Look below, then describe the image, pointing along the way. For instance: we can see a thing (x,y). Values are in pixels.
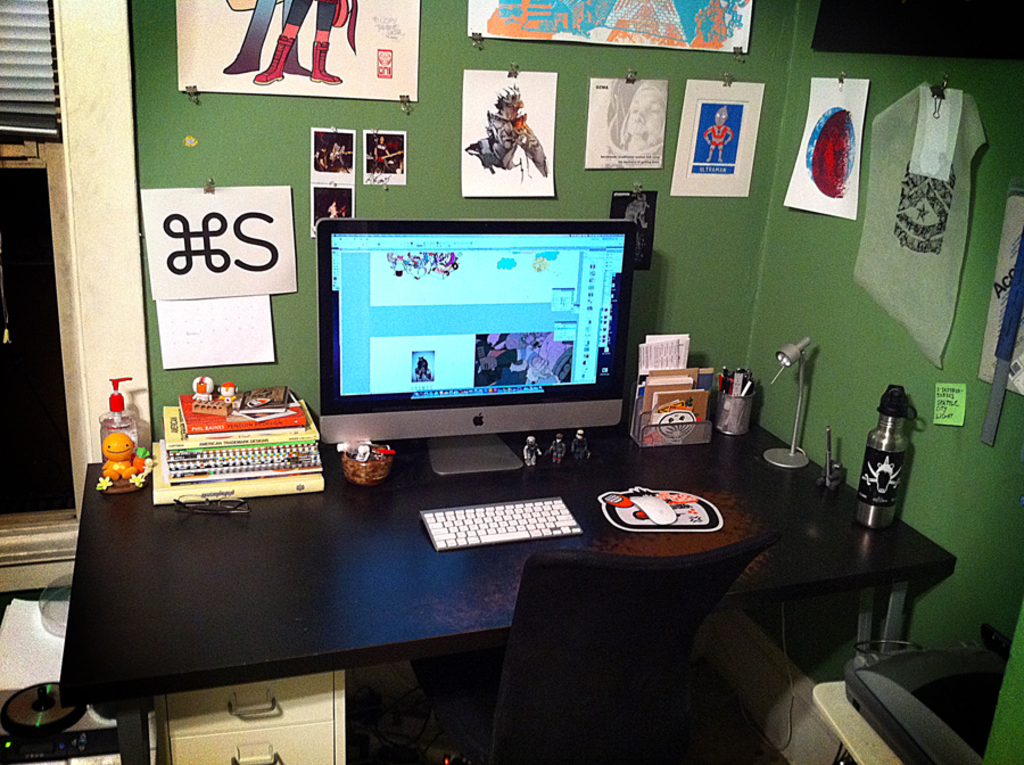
The picture is taken in a room (491,313). On the table (352,543) there is a monitor (490,396), keyboard (499,521), mouse (662,502), books (179,472), bottles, lamp (783,350), pen stand (729,400), statues (577,460) are there. On the wall (778,134) there are many pictures (911,220). Under the table (254,679) there are drawers (259,691). Here is a window (21,300).
